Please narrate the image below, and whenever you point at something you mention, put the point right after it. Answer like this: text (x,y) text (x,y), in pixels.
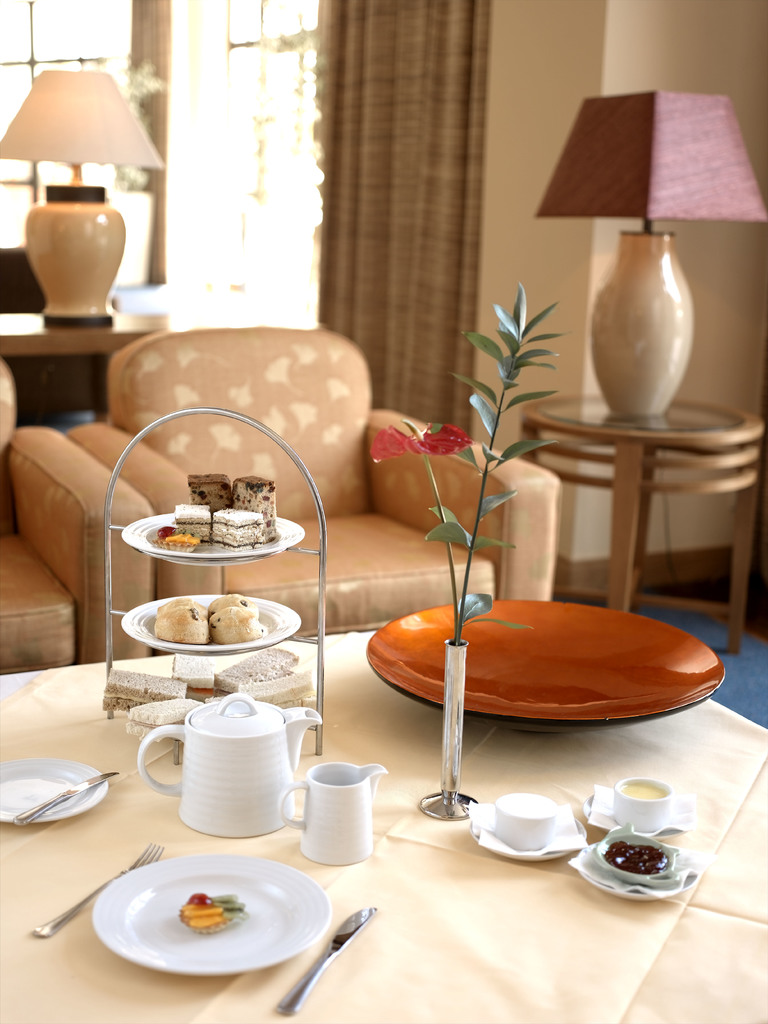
In this image there is a table (559,915) covered with a white colour cloth (622,968) on this table (491,978) there is a white colour plate (244,964) with some food (224,912) on it, a fork (139,865), a knife (355,934), white colour cup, white colour jar (259,774) and a food (225,616) which is kept on a stand (228,560) on this table (399,737) flower vase (462,660). In the back (359,524) there is a sofa (340,466) and in the background of the sofa (155,388) we can see a lamp (84,209) and a curtain (383,228) with a wall (543,59).
